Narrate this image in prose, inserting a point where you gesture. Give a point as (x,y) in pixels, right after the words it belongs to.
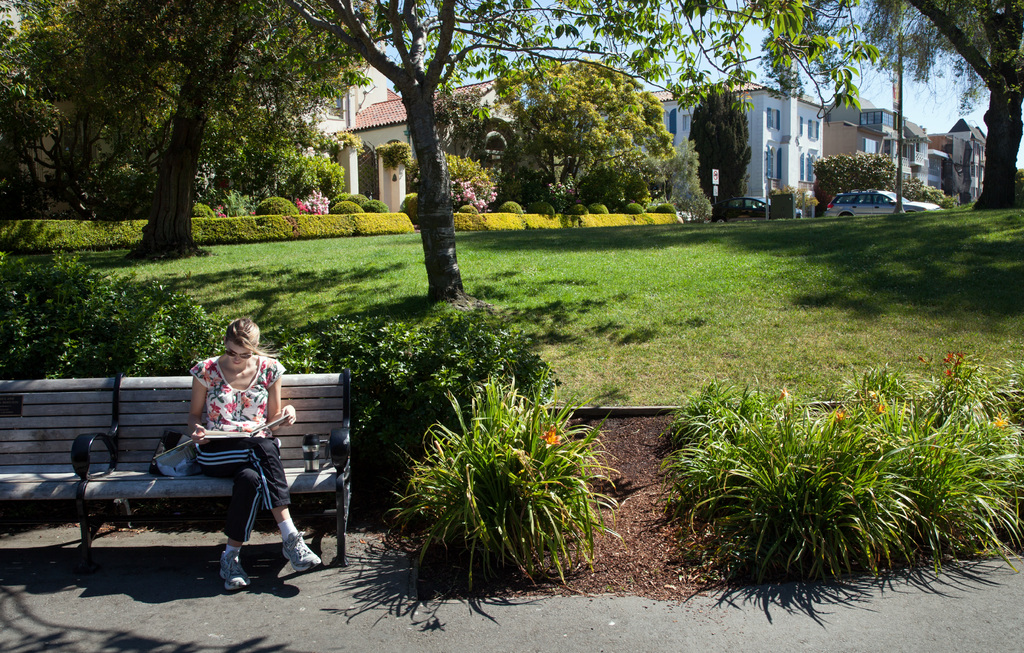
The photo is taken outside a building (753,150). In the left (242,364) a lady (243,392) is sitting on bench (58,422) she is reading a book (233,434), the book (230,433) is on her lap (239,450). There are many plant (463,459), trees (167,81). This is looking like a park (698,304). In the background (750,207) there are buildings (795,141), car (850,196).
